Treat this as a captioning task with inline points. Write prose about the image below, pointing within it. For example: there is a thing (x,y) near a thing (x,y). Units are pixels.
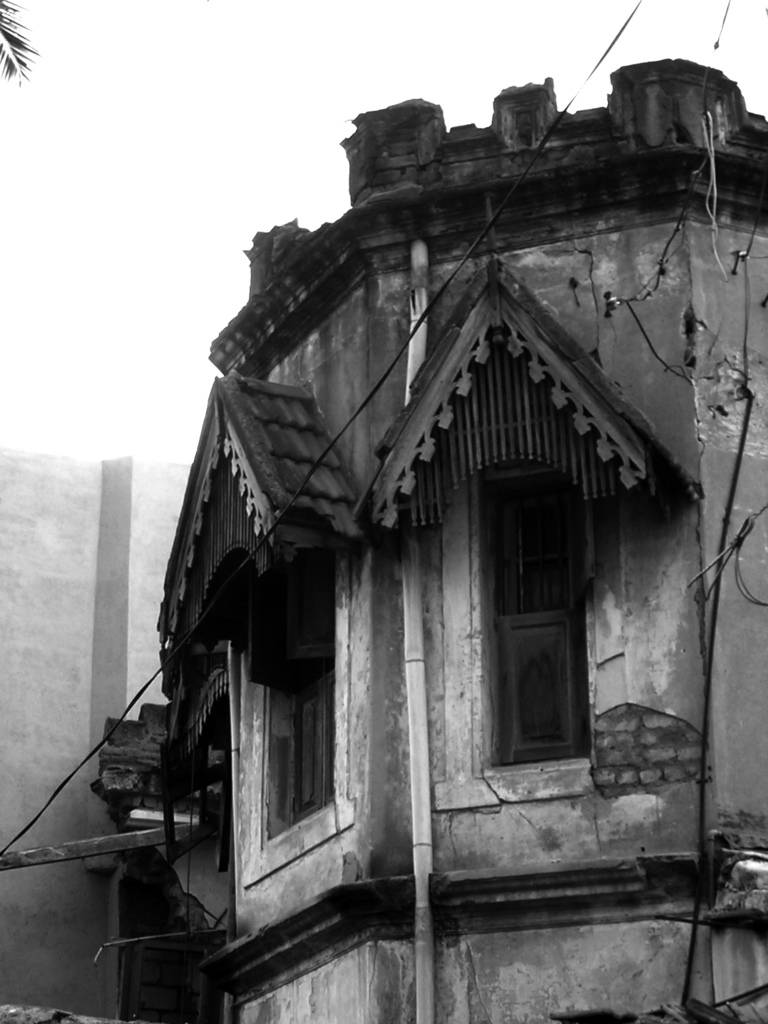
This is an edited picture. In the foreground of the picture (13,22) there are cables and we can see stem (13,49) of a tree (11,33). In the center of the picture (481,394) there is a building (450,392) looking like a old construction (571,501). At the top (239,108) it is not clear. On the left (75,677) it is wall (75,677).
